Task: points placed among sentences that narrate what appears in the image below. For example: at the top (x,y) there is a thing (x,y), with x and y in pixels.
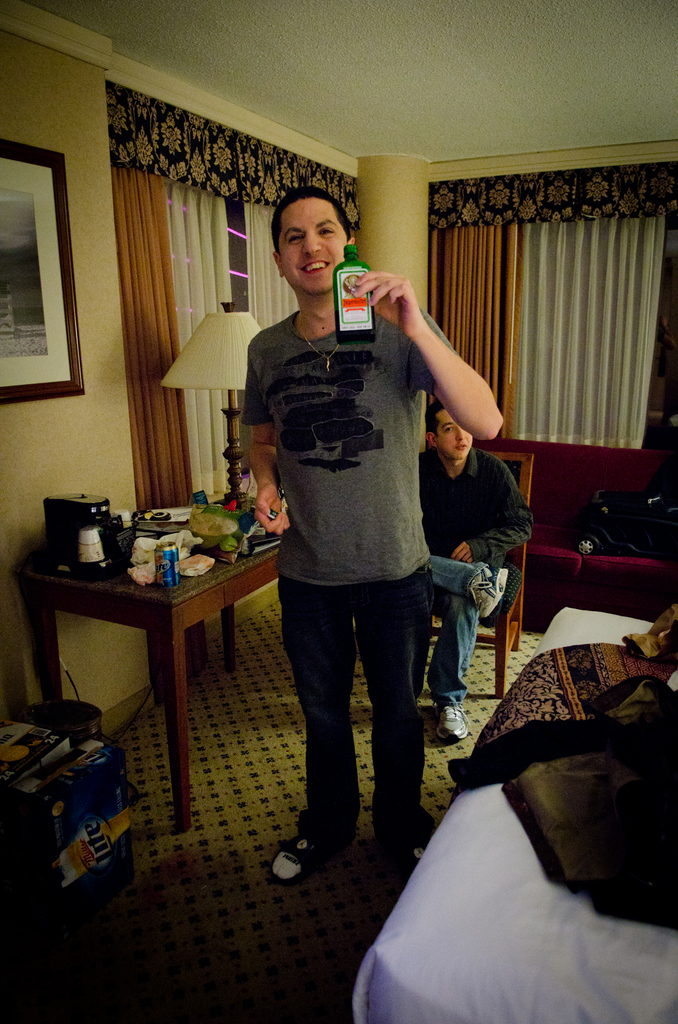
In the center (376,428) we can see one man (374,461) standing and he is smiling and he is holding bottle (339,272). On the right (662,981) we can see bed (527,950) and blanket (618,673). In the background (116,339) there is a wall (92,298), photo frame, lamp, table (157,611), couch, backpack (661,532) and one person (481,482) sitting on the chair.
